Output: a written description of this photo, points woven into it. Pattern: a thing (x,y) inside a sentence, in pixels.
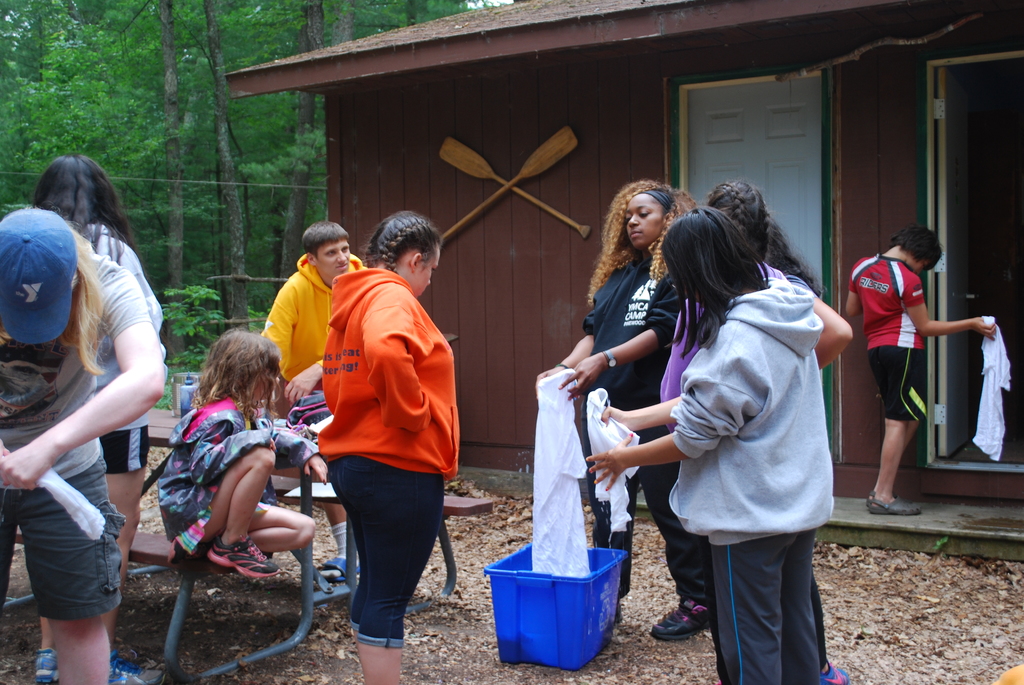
This is an outside view. Here I can see few people (318,362) on the ground (411,620). On the left side (223,441) a baby (215,526) is sitting on a bench (166,556). On the right side (704,305) three women (665,376) are standing and holding clothes (606,430) in the hands (597,470). At the bottom (570,614) there is a blue color tub (561,599) on the ground (627,673). In the background (253,169) there are many trees (253,153) and a wooden house (508,107).
